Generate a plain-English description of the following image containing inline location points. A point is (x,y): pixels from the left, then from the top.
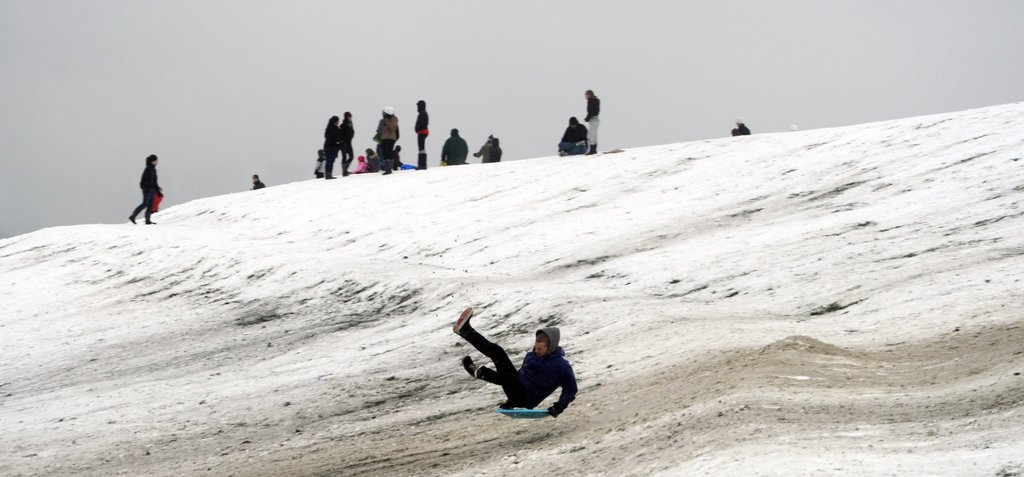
In the foreground of this image (685,369), there is a man (571,399) holding a disk (539,416) like an object (524,416) in the air above the land (574,436). In the background (580,135), there are few people (423,146) standing, sitting and walking on the snow (407,179). At the top (333,35), there is the sky (266,44).
